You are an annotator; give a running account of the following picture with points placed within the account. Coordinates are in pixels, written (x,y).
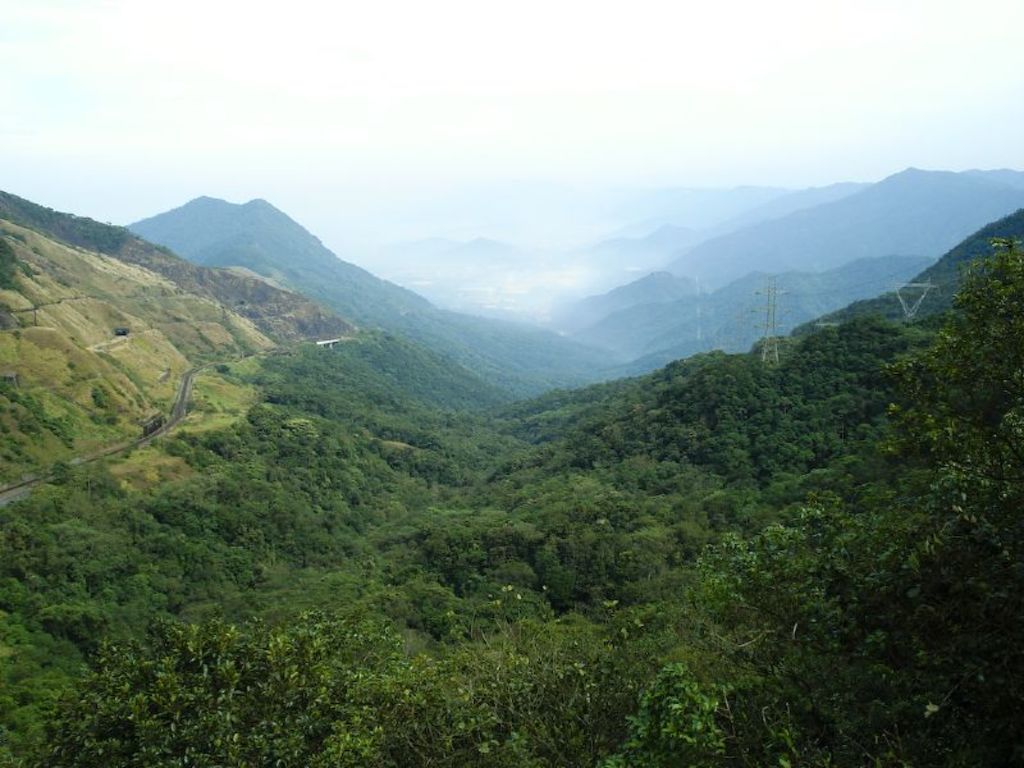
In this image I can see trees (776,565) in green color, background (934,121) I can see mountains (603,254) and the sky (508,112) is in white color.
